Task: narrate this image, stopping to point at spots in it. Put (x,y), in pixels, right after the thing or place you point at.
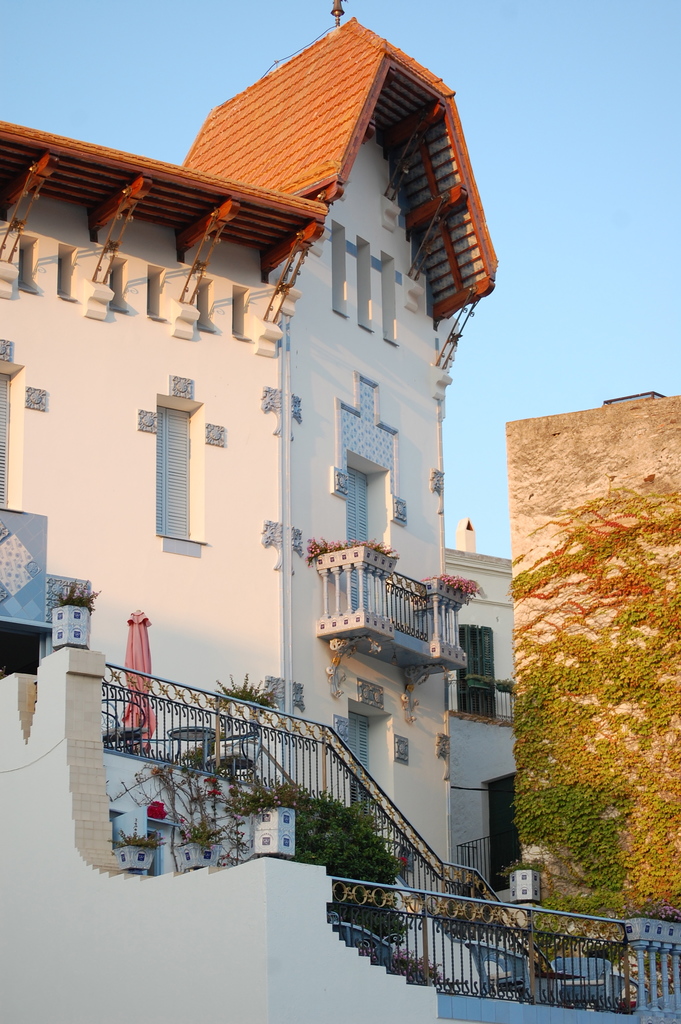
In this image there are some buildings (346,592), plants (568,649), railing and on the right side (598,614) there is a wall (590,448). At the top of the image (493,104) there is sky (232,44).
